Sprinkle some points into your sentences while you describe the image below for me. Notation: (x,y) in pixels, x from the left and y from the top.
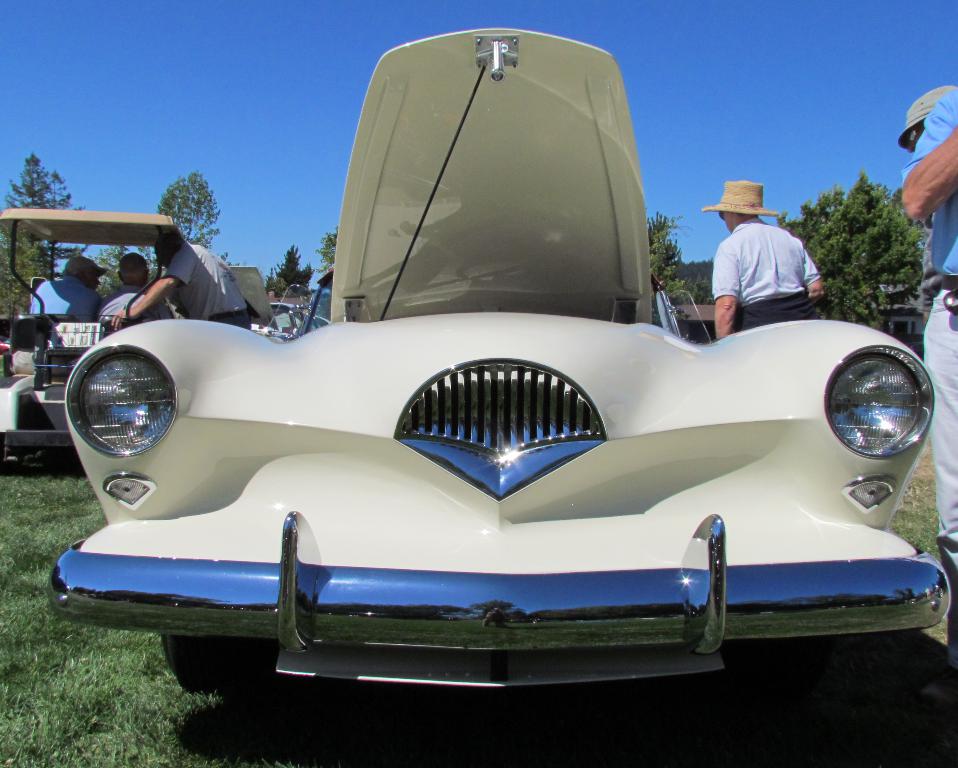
There is a car (439,382). On the left side (33,375) there is a vehicle (54,333). Two persons (91,286) are sitting on that. Also there is a person (206,283) standing. On the right side (737,275) there is a person (749,260) wearing hat (773,213). On the ground (333,711) there is grass (443,711). In the background (12,310) there is trees (113,286) and grass (77,655).
